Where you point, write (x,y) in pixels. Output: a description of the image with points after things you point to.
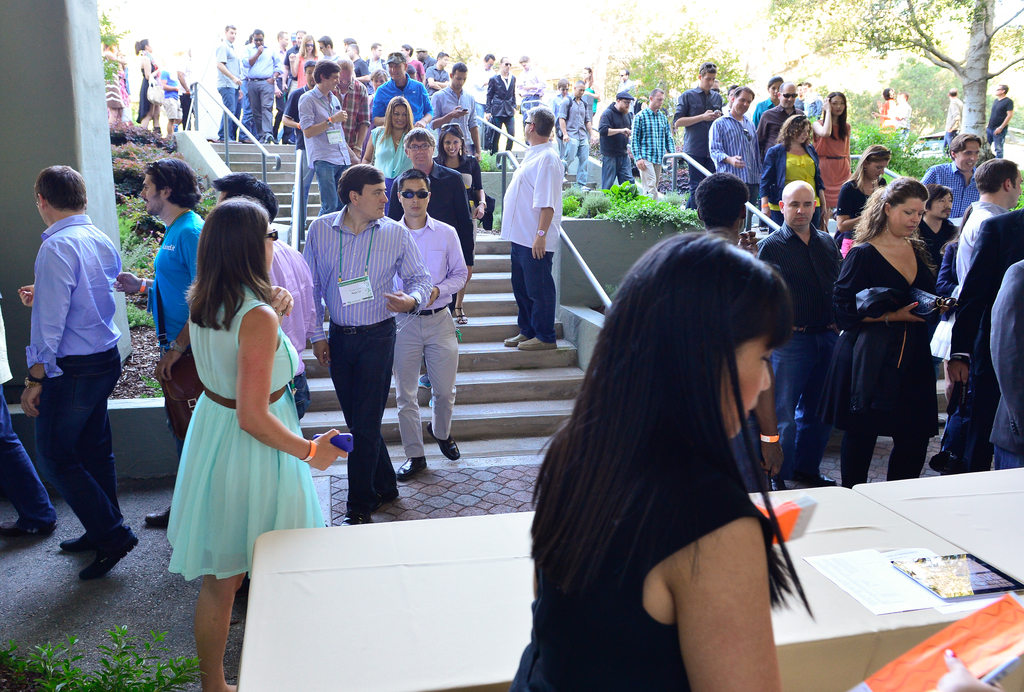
There is a woman (617,512) in black color dress (601,654) holding an object (984,657) with one hand (951,689) near white color table (514,580) on which, there are documents (848,585) and other object (953,588). In the background (987,261), there are persons (413,137), some of them are walking on the steps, there are plants (860,145), trees (979,80) and there is wall (38,44).
